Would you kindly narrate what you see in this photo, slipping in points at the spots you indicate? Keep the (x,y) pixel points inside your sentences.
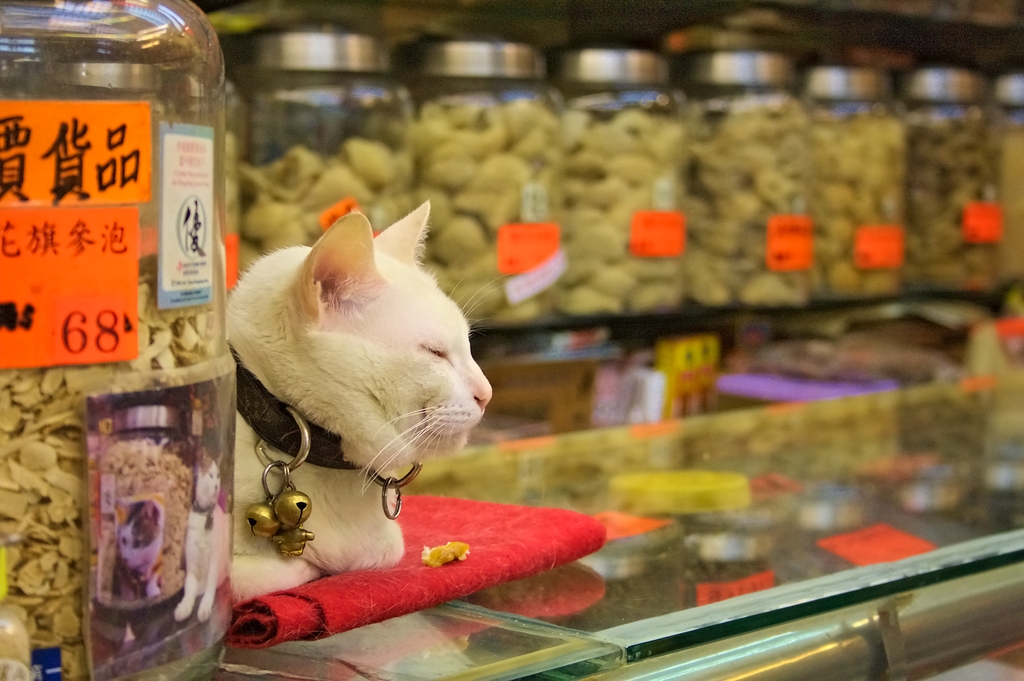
On the left side of the image (101,389) we can see a jar (56,455) in which some food item (56,538) is there and some text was written on it. In the middle of the image (398,409) we can see a cat (316,562) sitting on a cloth (424,595) and some jars (457,222) are there. On the right side of the image (845,284) we can see some jars (865,229) in which food items (865,223) are there and tags (860,251) were there on the jars (806,276) but the image is in a blur.
